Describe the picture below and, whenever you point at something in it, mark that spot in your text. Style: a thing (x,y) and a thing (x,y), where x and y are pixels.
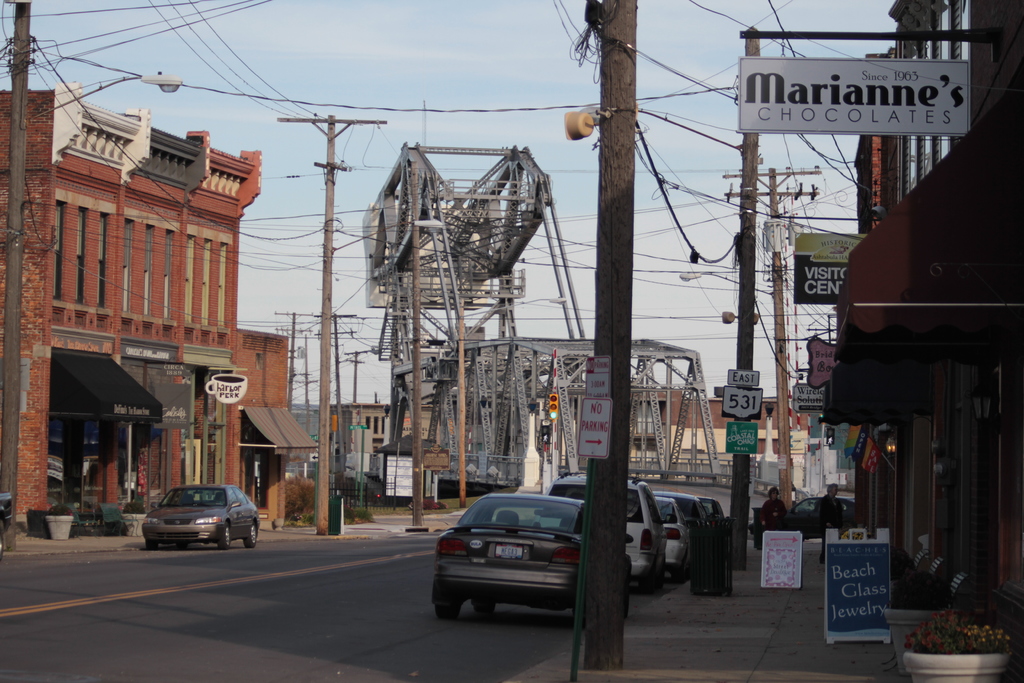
In this image we can see some vehicles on the ground (404,610), some people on the footpath (677,634), the metal frames (518,384), poles (530,408), the sign boards (902,91) with some text (909,112) on them, the utility poles (768,196) with wires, some buildings (879,524), plants (297,511) and the sky (357,325).
